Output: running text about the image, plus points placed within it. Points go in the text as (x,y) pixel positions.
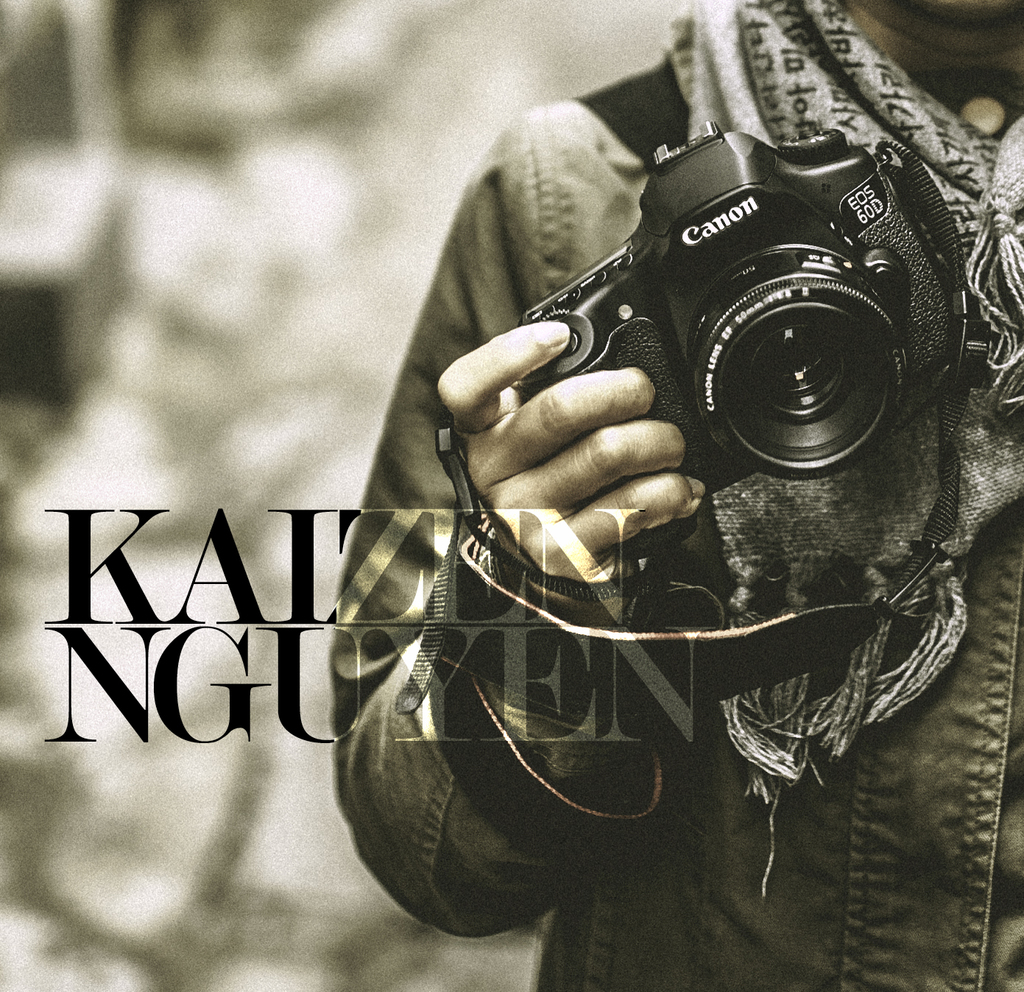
In this image I can see a person (522,267) on the right side (987,782). I can see this person (1009,817) is holding a camera (834,173). In the centre of this image (506,632) I can see a watermark (75,514).
